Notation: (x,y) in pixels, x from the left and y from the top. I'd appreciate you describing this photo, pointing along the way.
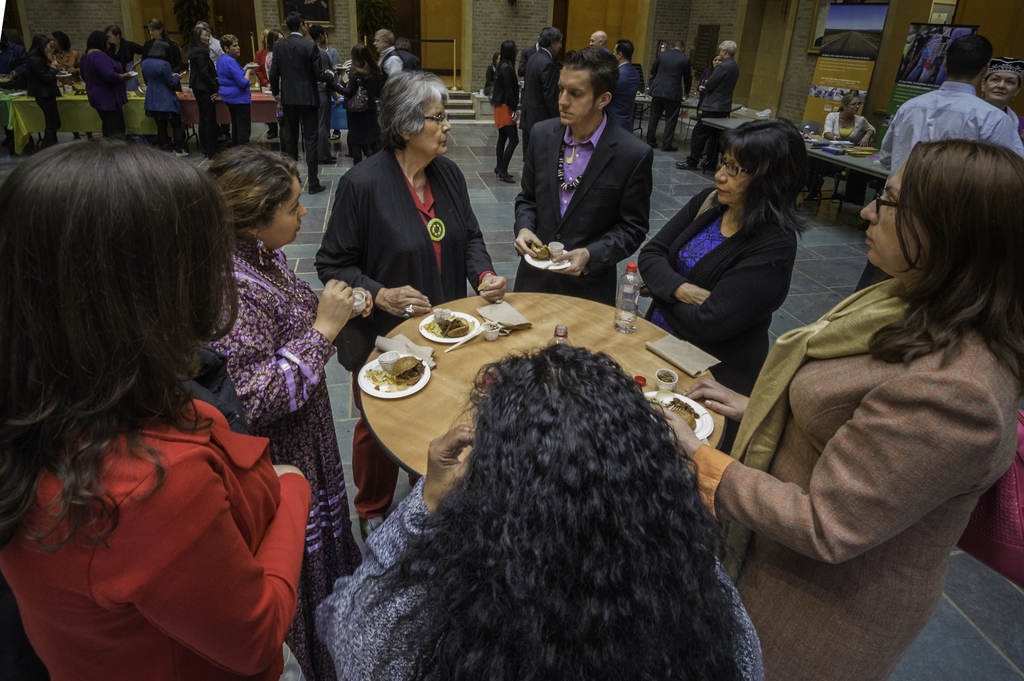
Here I can see few people (686,538) are standing around the table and discussing. On the table (456,393), I can see some plates (434,338), bottles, glasses (491,327) and papers (503,318). In the background (513,91) there are many people (365,64) are standing on the floor (304,198) and also there are some tables (844,154). On the top of the image (536,20) I can see the wall (507,20) along with the doors (443,14) and windows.
